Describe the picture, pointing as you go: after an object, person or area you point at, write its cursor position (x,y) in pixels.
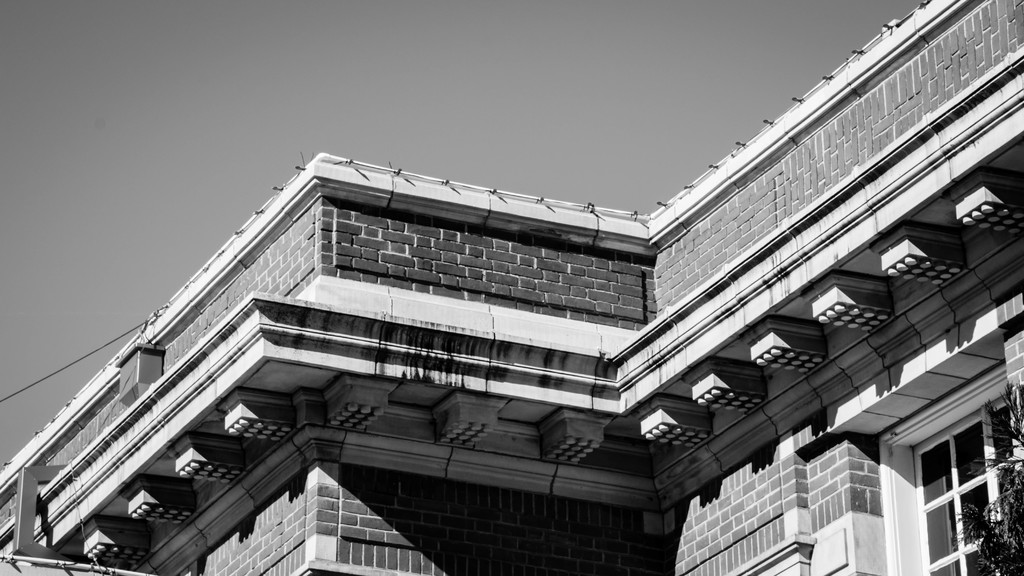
In the image we can see black and white picture of the building (416,447) and the windows (924,493) of the building (954,479). We can even see the leaves (1008,488), electric wire (137,328) and the sky (182,122).
